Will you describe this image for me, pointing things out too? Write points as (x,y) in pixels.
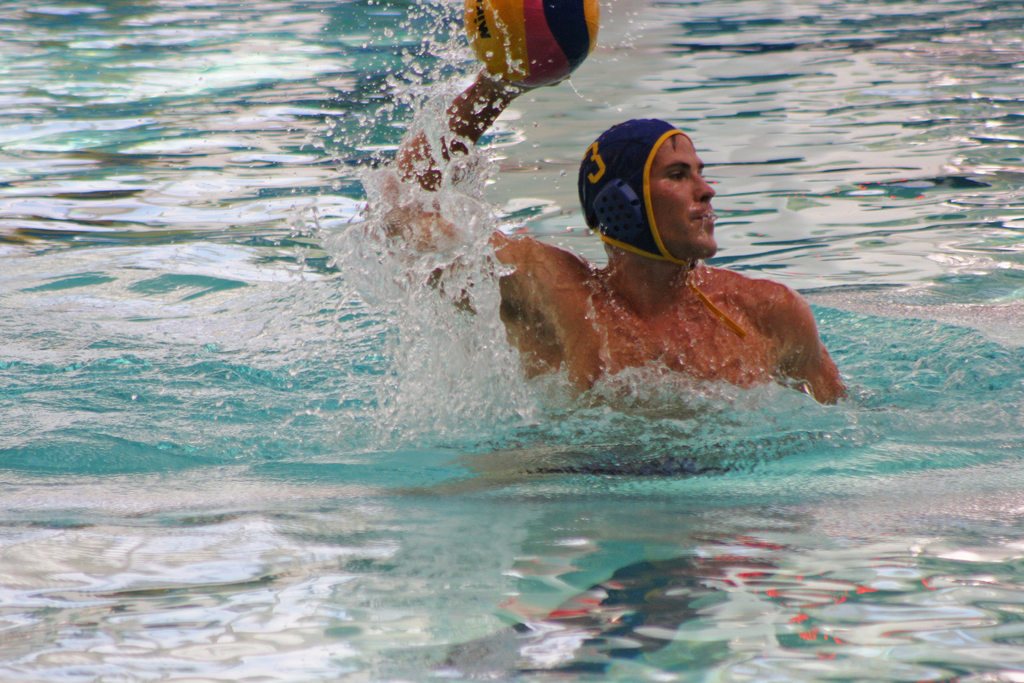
In this picture we can see a man (679,359) holding a ball (530,57) with his hand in the water (545,467).
